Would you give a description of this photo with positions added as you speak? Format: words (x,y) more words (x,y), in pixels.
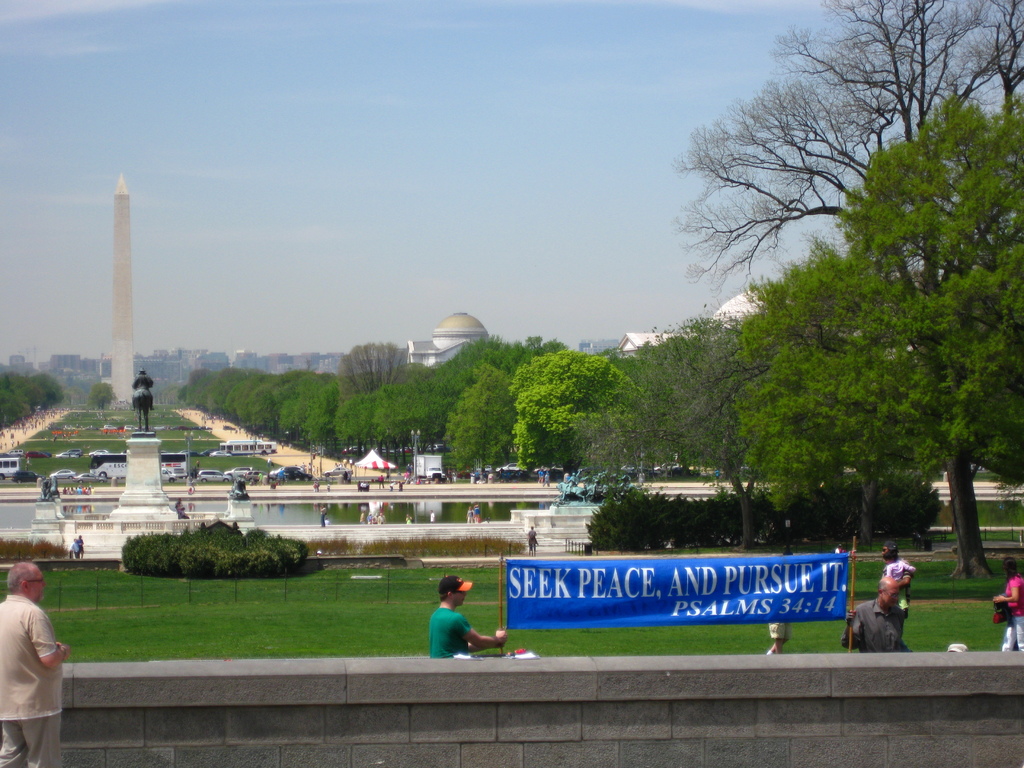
In this image, we can see buildings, trees (239,396), a tower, a statue (140,394) and there are some vehicles (110,454) on the road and we can see some people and there are some people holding a banner (579,593) with some text (513,572) and there are poles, a wall (328,726) and there is water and we can see some tents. At the top (374,131), there is sky (266,201) and at the bottom (210,618), there is ground (210,618).
